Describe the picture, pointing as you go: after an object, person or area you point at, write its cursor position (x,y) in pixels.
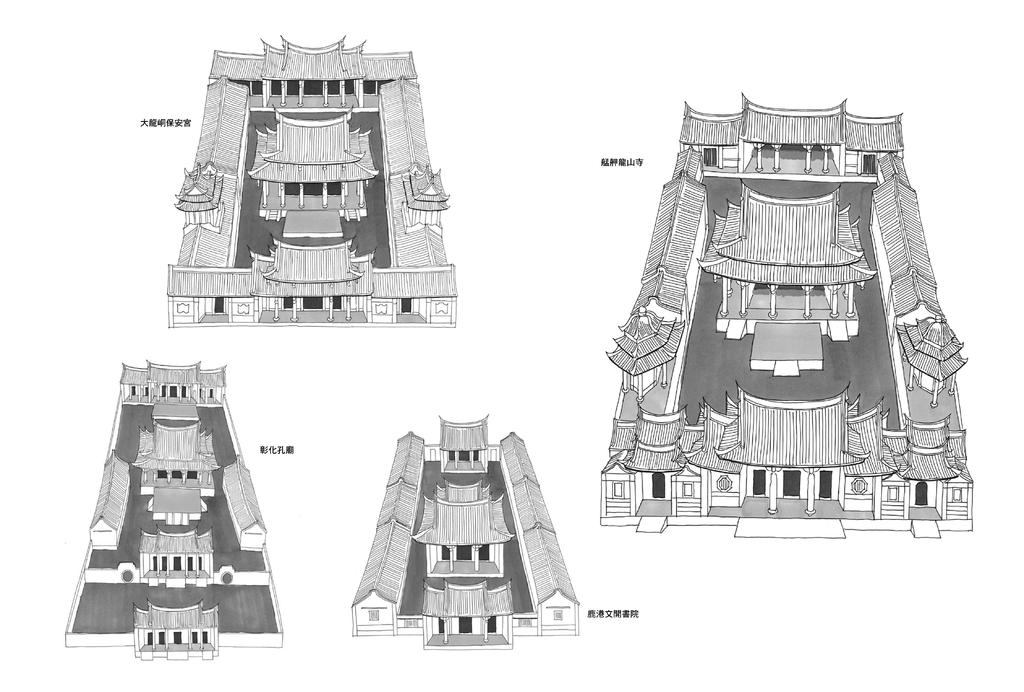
In this image there are blueprints (398,252) of four building complexes (691,404) with some text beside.
